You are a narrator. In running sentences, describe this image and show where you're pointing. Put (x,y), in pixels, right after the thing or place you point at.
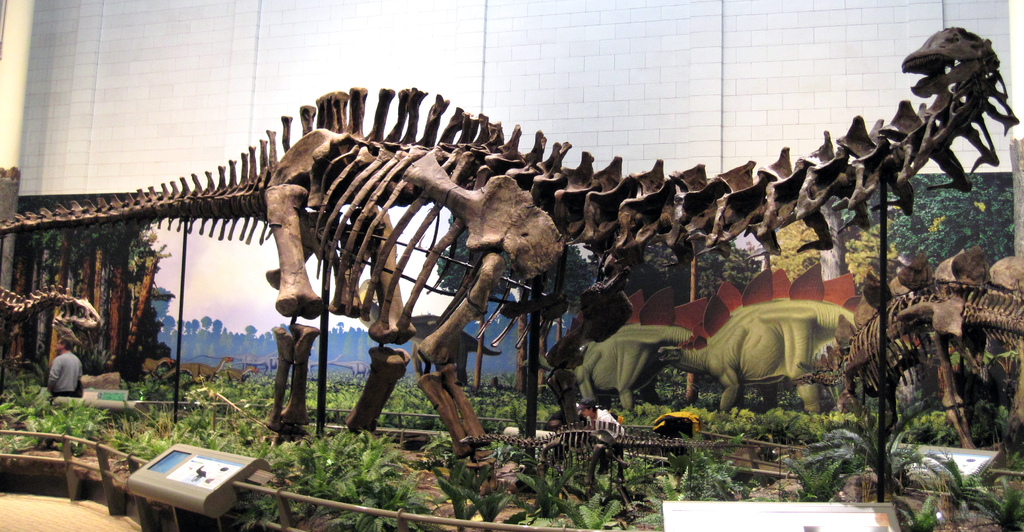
In this image we can see the skeletons (502,265) of animals (394,200), there are poles (177,385), plants (675,460), there is a fencing (283,496), electronic gadgets (170,457), also we can see two persons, and there are painting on the wall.
